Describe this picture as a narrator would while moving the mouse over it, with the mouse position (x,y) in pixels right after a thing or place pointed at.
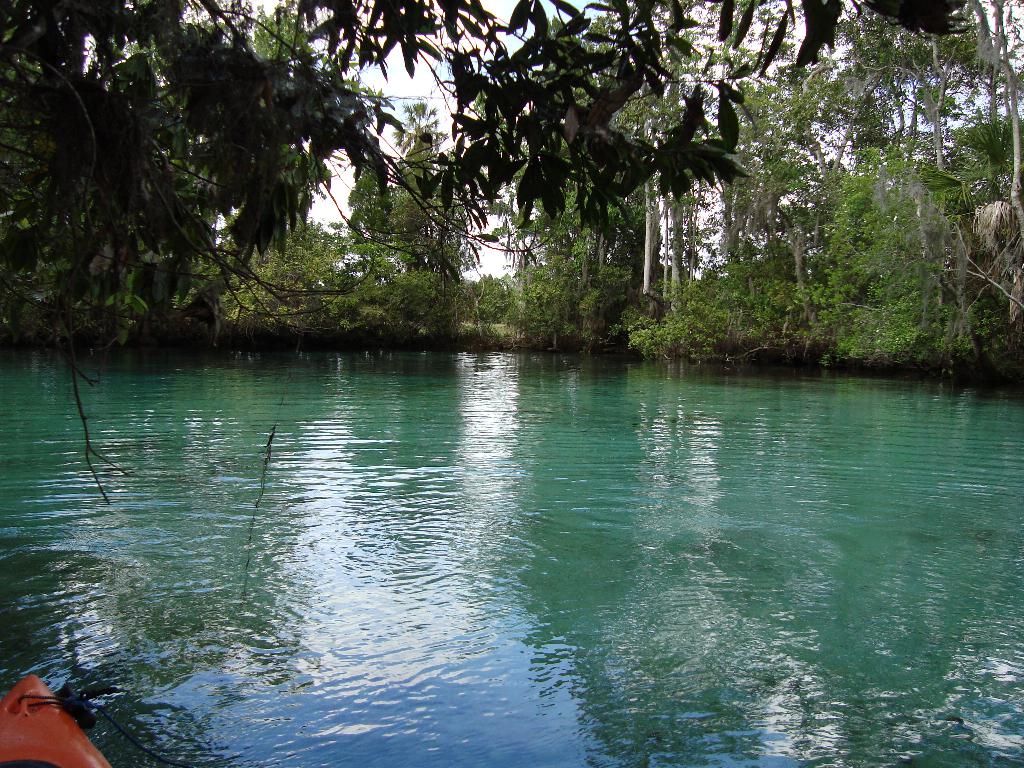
In this picture we can see water (422,664). There is an object (52,728) in the bottom left (65,713). We can see a few trees (670,350) in the background (942,265).
